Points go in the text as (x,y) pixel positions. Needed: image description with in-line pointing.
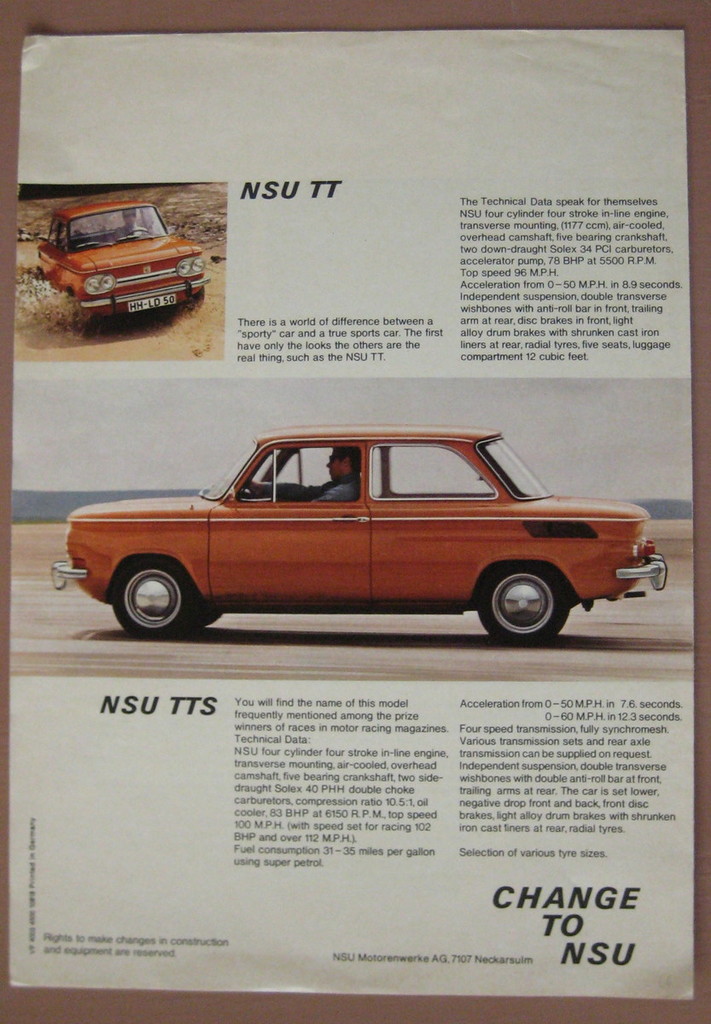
In this picture we can see a poster (211,145) on the wall (350,1014) and on this poster (56,365) we can see a man (350,454) sitting inside a car (272,576) and this car (265,580) is on the ground (294,662) and some text (509,826).
